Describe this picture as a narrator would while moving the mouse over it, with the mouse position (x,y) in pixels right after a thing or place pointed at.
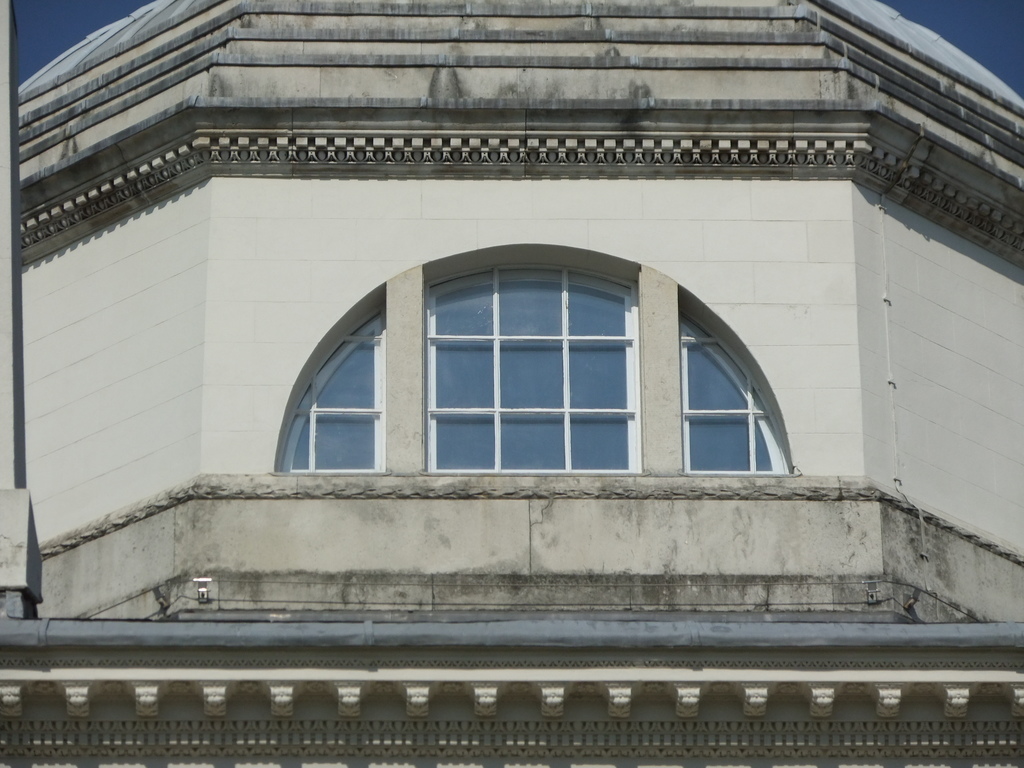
In this image I can see the building (158,362) which is cream and black in color and I can see its windows (556,361) which are white and blue in color. In the background (38,3) I can see the sky (70,5) which is blue in color.
